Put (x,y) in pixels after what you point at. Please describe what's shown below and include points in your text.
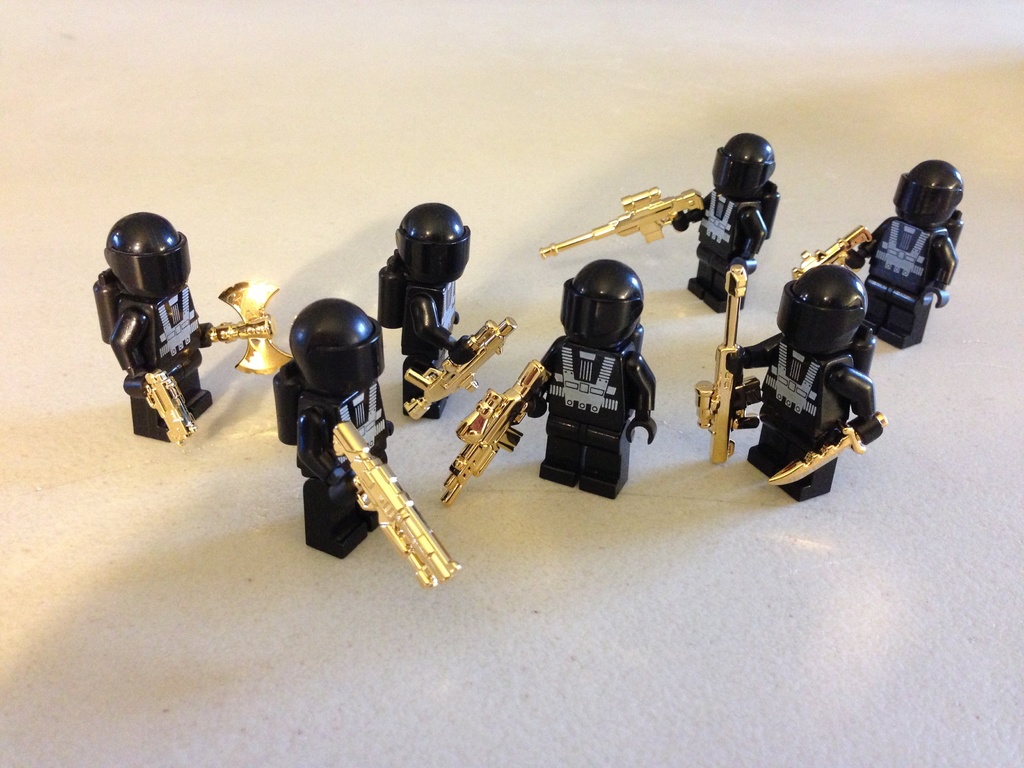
In this picture we can see some toys (442,353), at the bottom (719,581) there is floor (676,586).
